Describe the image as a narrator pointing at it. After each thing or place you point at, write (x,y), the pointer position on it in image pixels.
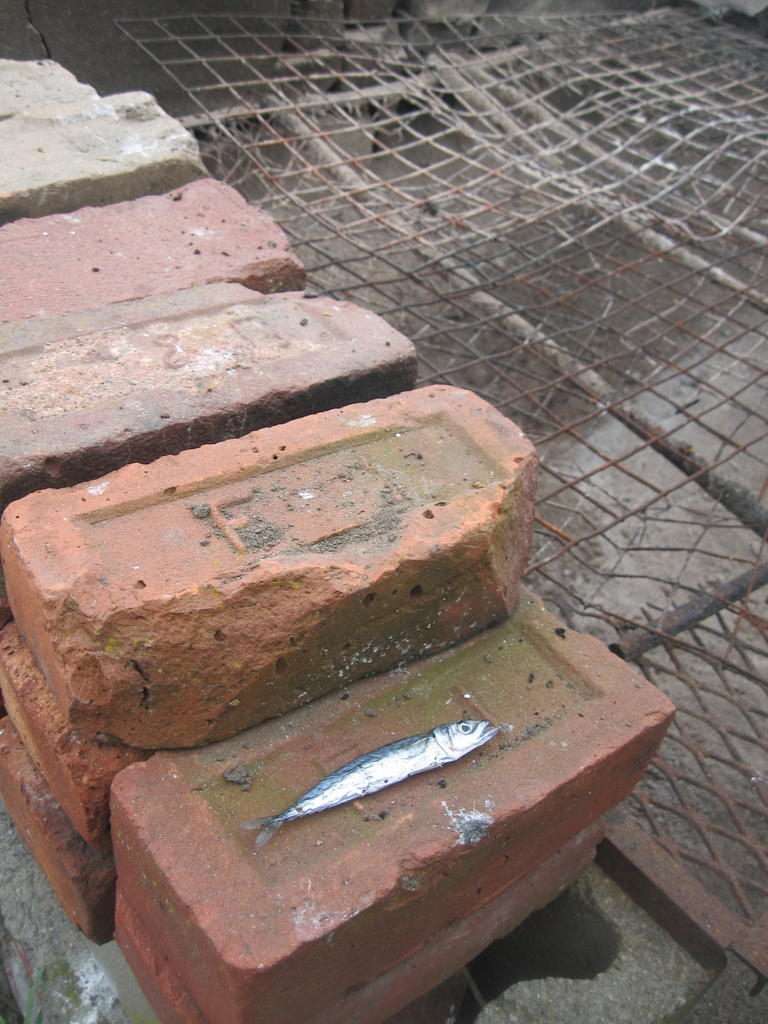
In this picture I can see few bricks (449,574) and a fish (422,765) on one of the brick (394,807) and I can see a metal fence (637,209).
